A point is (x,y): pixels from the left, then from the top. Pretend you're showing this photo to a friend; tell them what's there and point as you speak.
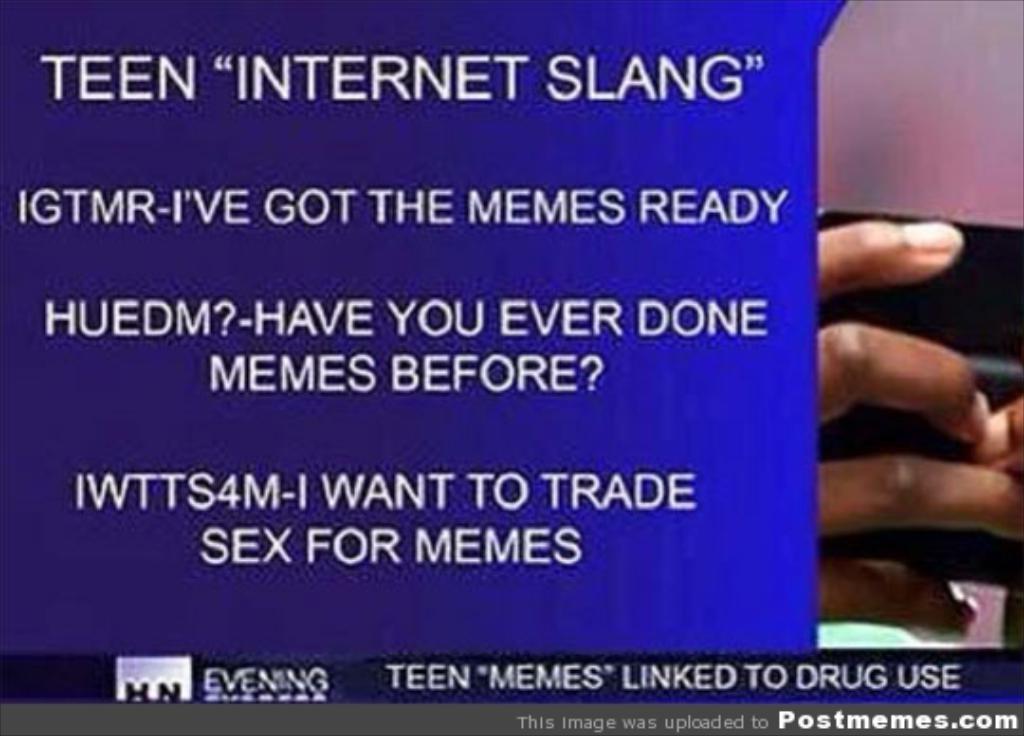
In this image I can see a poster (418,404) with some text (503,565) on it. On the right side (934,482), I can see the fingers (902,503) of a person (898,369) holding some object (994,327).
